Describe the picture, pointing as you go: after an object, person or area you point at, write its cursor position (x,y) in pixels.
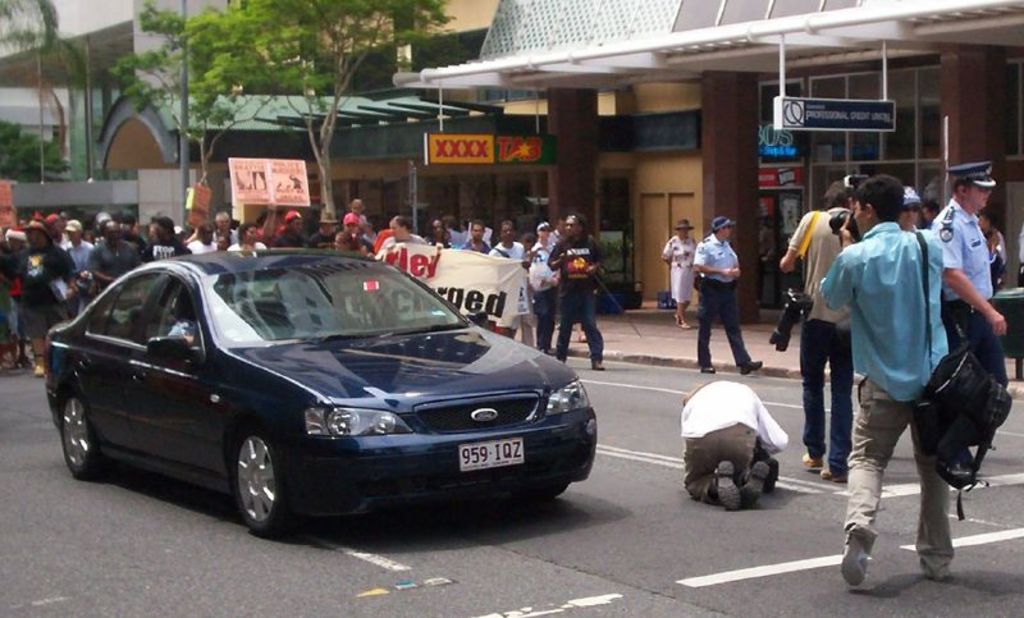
In this picture I can see there is a car (199,372) and there are few people (885,299) onto the right side (822,345), they are holding cameras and there is a huge crowd (55,249) at the left side (83,262), they are holding banners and there are a few buildings (554,126) and there are plants (215,52).
